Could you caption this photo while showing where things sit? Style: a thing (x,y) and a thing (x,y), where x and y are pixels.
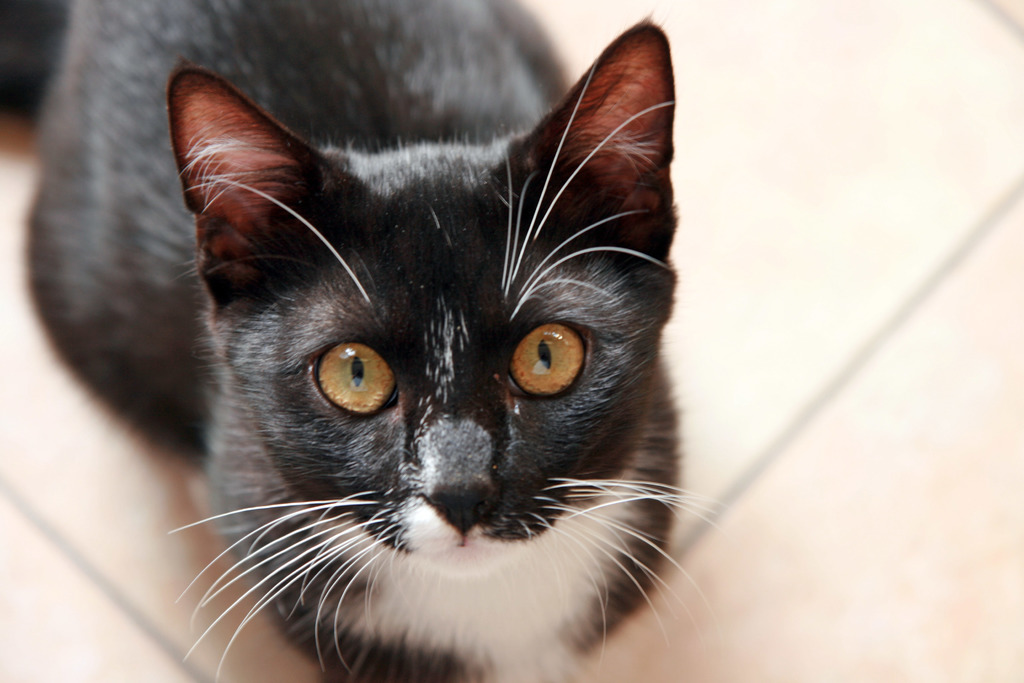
It is a black color cat (388,379) looking at this side.
